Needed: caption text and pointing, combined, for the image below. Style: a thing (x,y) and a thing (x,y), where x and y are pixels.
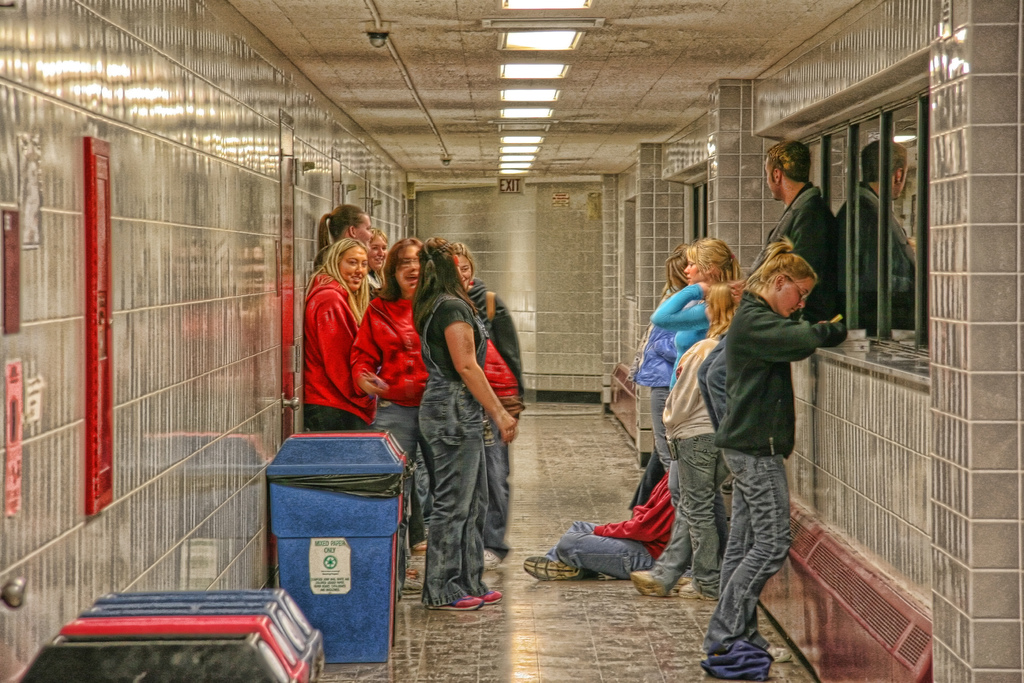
In this image we can see people (476,382) standing and there is a person (610,555) sitting on the floor (584,611). On the left (250,665) there are bins (306,598). In the background (381,219) there is a wall (548,235) and we can see lights (535,4).
